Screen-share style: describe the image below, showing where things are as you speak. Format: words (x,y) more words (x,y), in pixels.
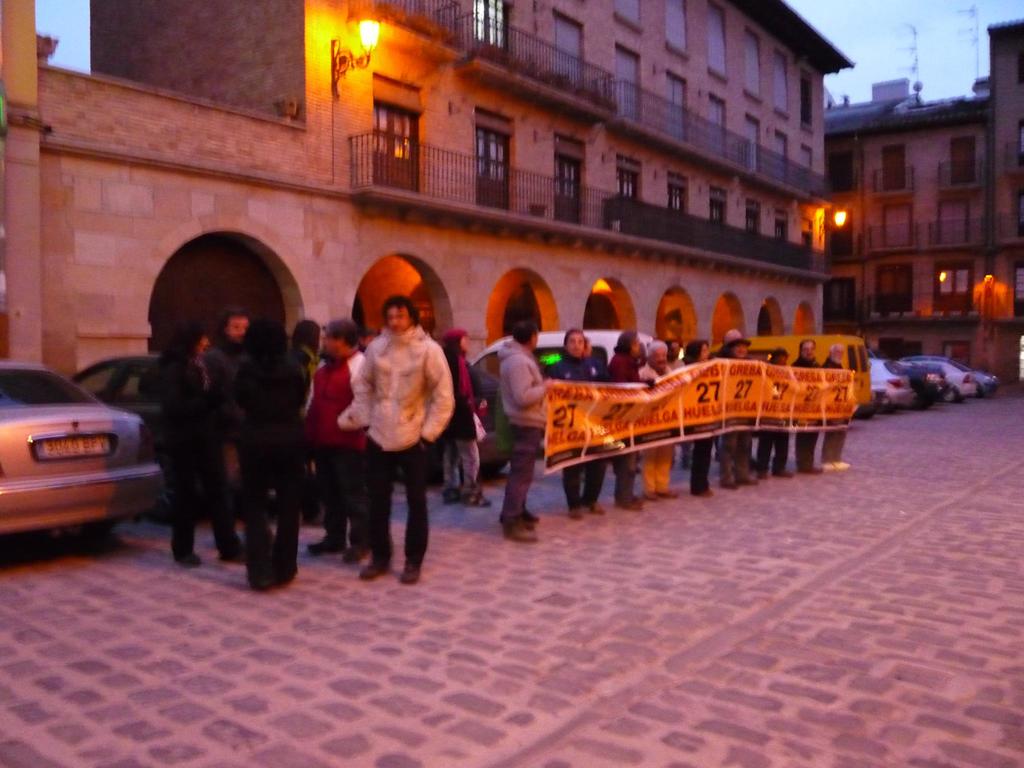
In the picture we can see some group of persons (523,500) standing and some are holding banner (577,448) in their hands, there are some vehicles (32,434) parked and in the background of the picture (615,192) there are some buildings (744,181) and clear sky (876,71).
